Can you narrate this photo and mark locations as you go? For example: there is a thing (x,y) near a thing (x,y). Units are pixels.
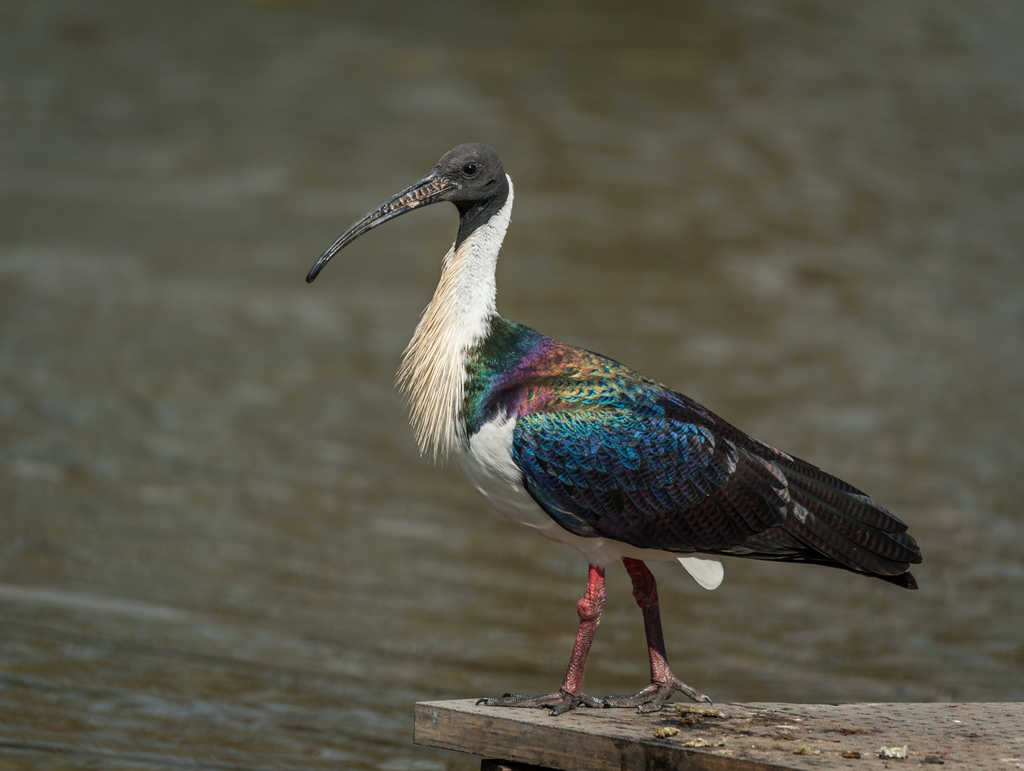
We can see bird (515,460) standing on the wooden surface (596,751) and we can see water (235,139).
